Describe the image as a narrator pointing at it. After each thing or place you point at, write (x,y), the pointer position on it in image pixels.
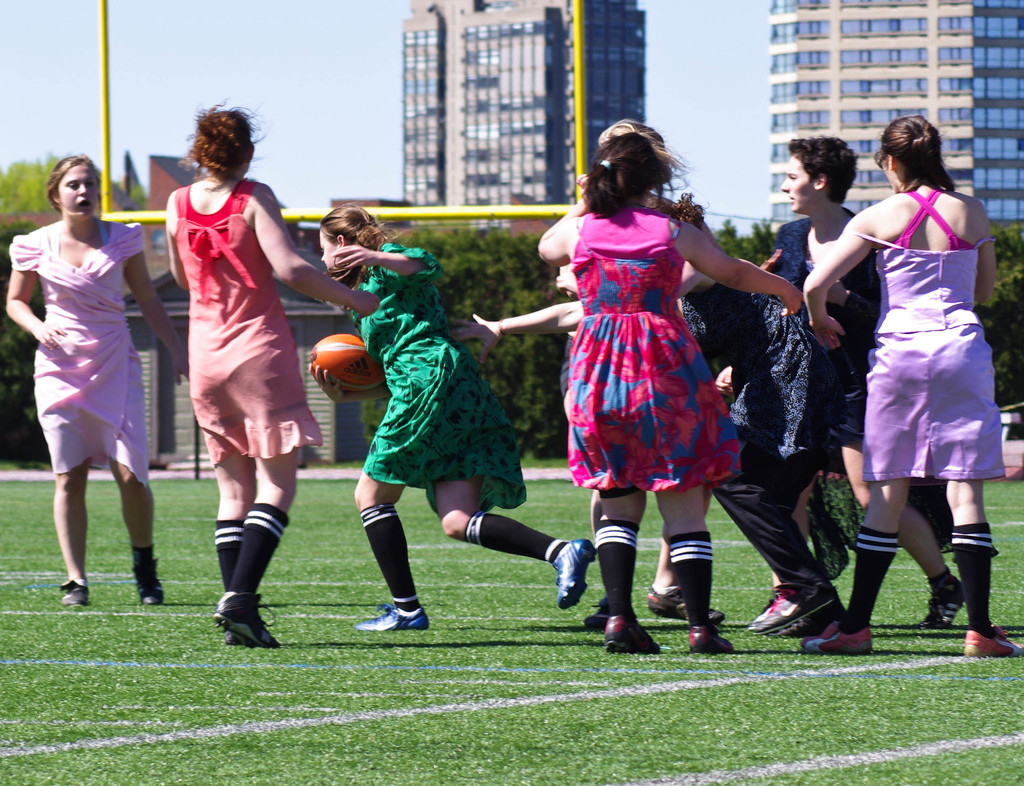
In the image we can see few persons (117,275) were standing. And the center woman (348,257) she is holding ball (375,379). Back we can see buildings (492,107), sky (292,72), trees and grass (421,500).
